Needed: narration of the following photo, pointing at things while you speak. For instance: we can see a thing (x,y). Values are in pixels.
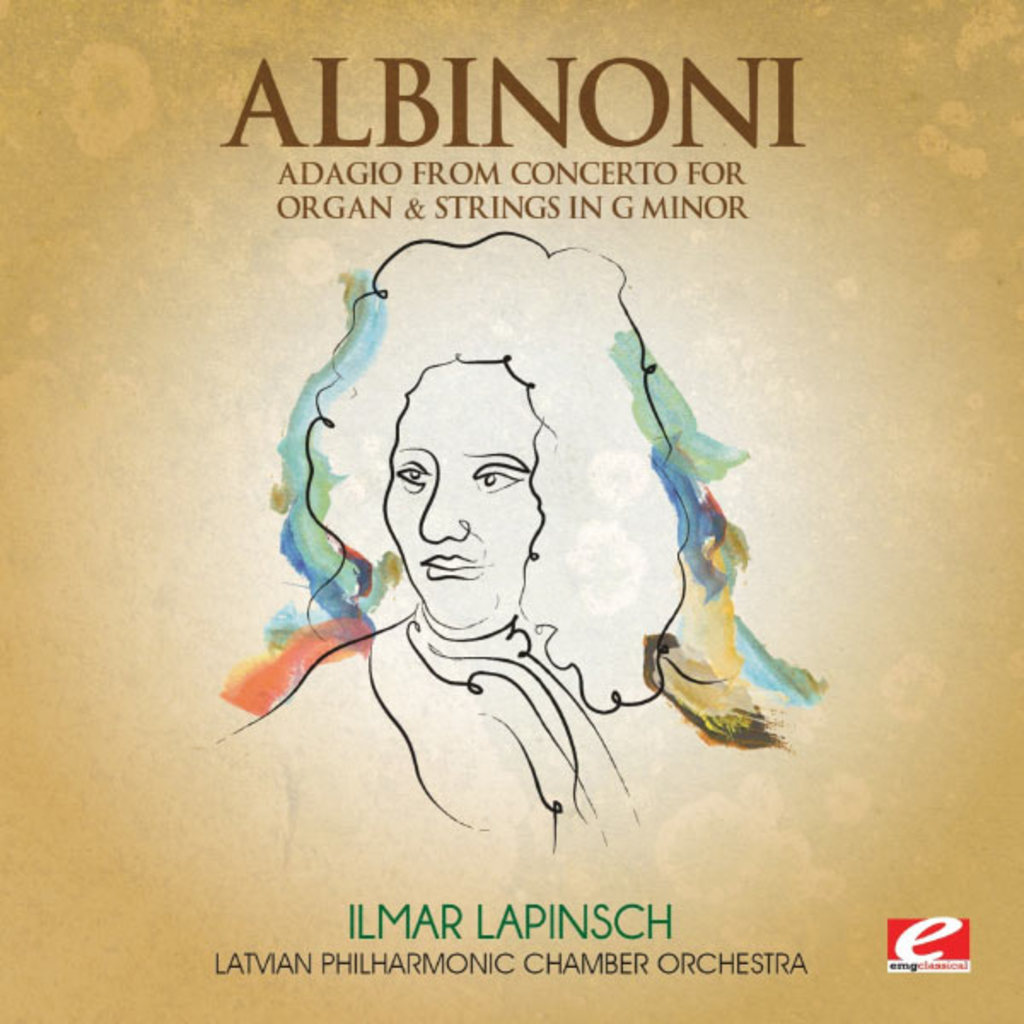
In this image we can see a poster (629,570), we can see a person's picture (543,497) and some text (561,100) written on it, and the background (685,11) is beige in color.
